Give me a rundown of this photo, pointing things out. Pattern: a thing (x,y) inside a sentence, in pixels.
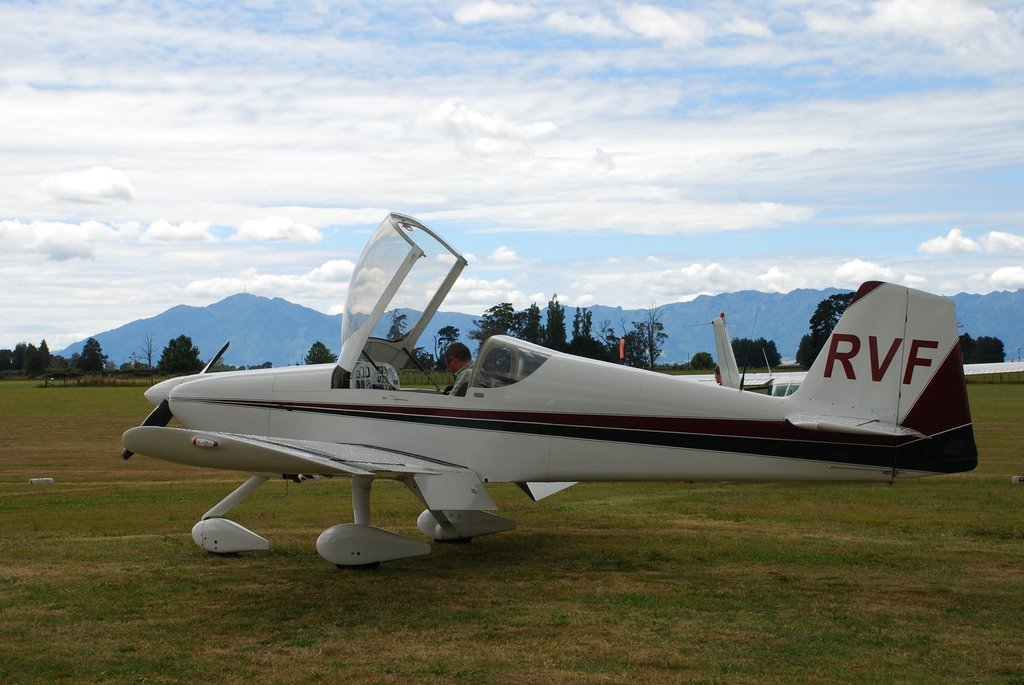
In this picture we can see an aircraft (503,403) in the front (462,429), at the bottom (487,589) there is grass (478,632), we can see a person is sitting in the aircraft (468,400), in the background (646,351) there are some trees (607,342), we can see the sky (19,338) and clouds (537,181) at the top of the picture (515,127).
